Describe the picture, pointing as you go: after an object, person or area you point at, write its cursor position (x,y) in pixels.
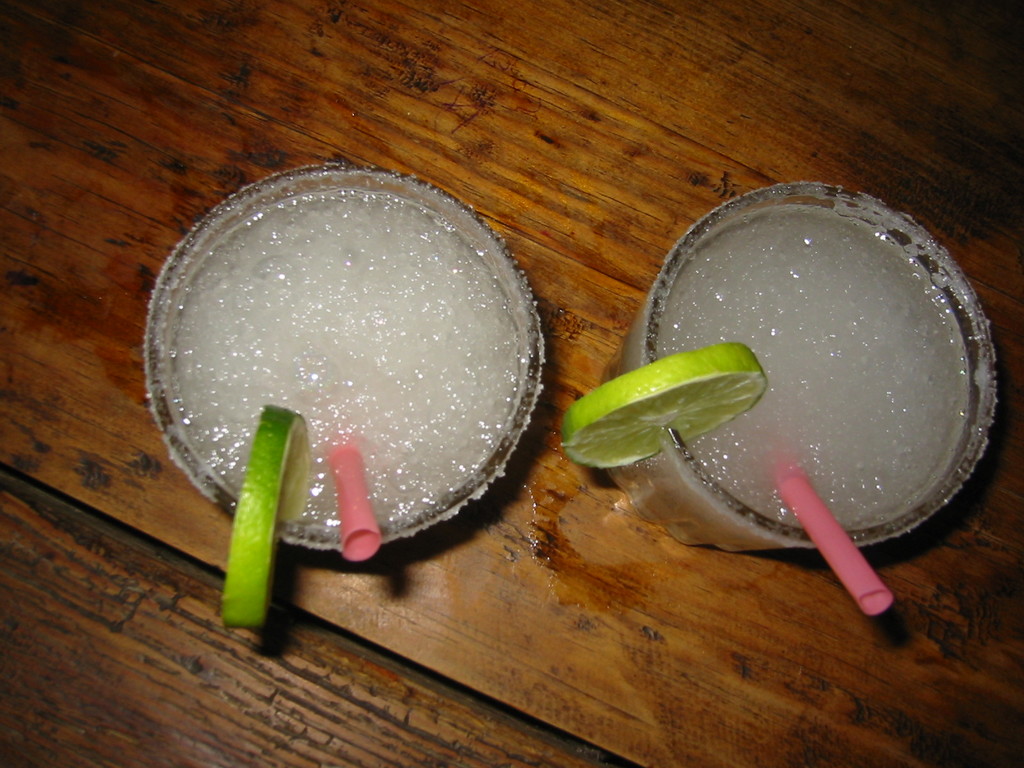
In this image, we can see glasses (434,325) with drink (826,302), lemon slice (293,465) and straw (811,506). These glasses (330,524) are on the wooden surface (523,529).
